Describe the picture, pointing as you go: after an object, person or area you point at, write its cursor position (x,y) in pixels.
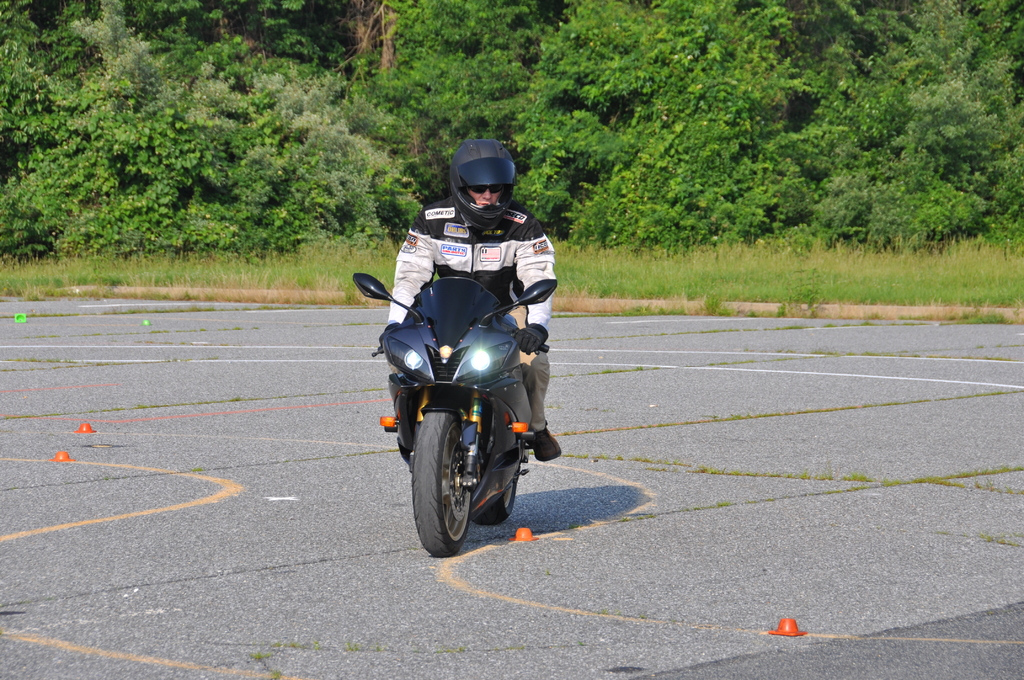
This picture is clicked outside. In the center (469,237) there is a person (510,229) riding a bike (437,488) on the ground (523,504). In the background (969,298) we can see the green grass (667,265), plants (303,151) and the trees (522,28).
